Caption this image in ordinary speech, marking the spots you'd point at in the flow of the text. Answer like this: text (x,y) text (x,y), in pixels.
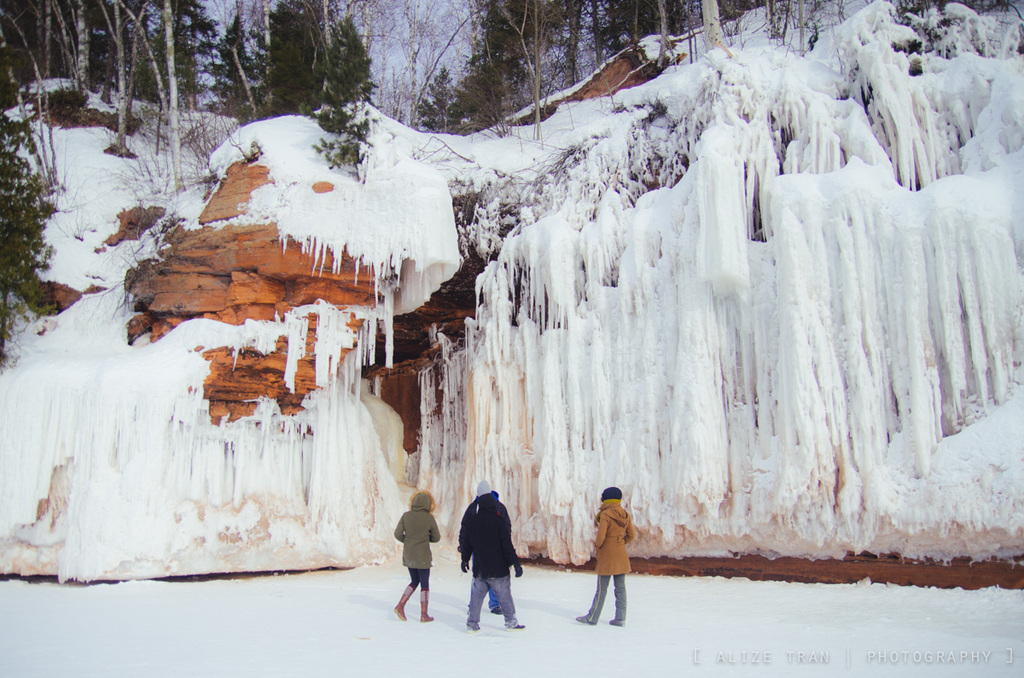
In this image we can see a group of people (400,526) standing on snow (470,639). In the background (358,261), we can see mountains (473,390) and a group of trees (500,65).
